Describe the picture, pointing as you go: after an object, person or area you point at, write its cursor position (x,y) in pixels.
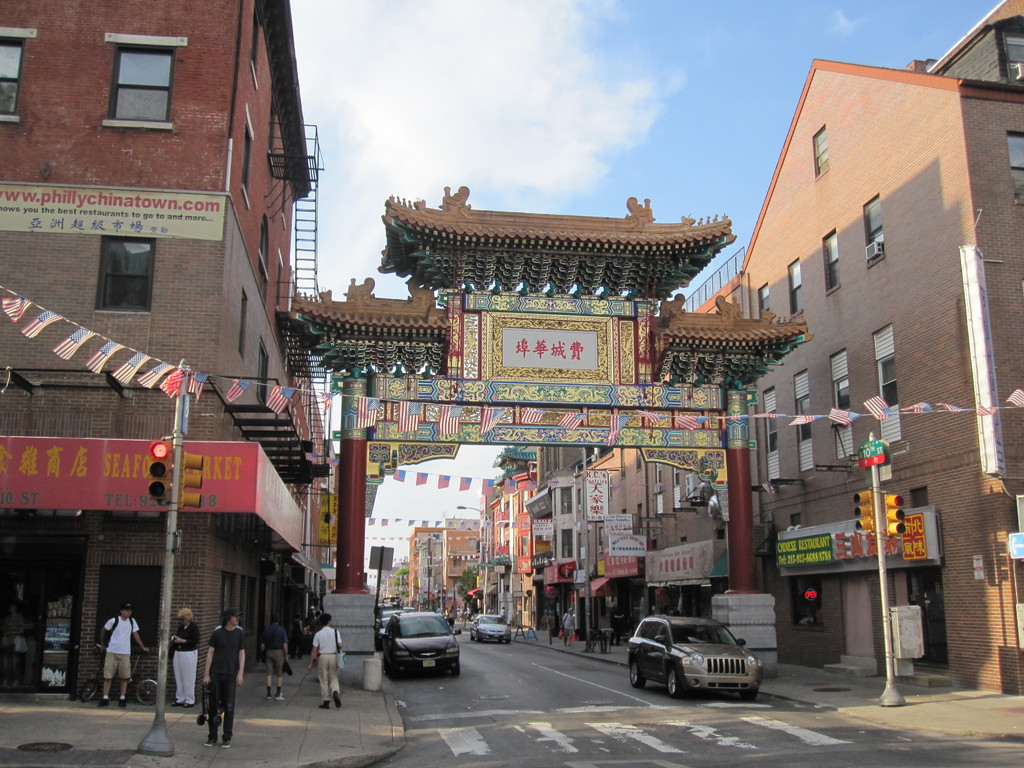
In this picture I can see many buildings (994,502), flags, street lights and tree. In the bottom left (235,620) there is a man (241,683) who is wearing black dress (227,631). He is standing near to the pole (153,751) and traffic signals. Behind him there are two persons (191,644) were standing near to the door (59,642). Beside them there are two persons (313,652) were standing on the street walk (314,692). At the bottom (712,674) there is a grey color car (703,683) which is parked near to the pole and zebra crossing (755,748). In the background (498,621) I can see the sign boards (581,573), trees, fencing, cars (479,636), poles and other objects (581,592). At the top (568,29) I can see the sky (604,34) and clouds (531,1).
